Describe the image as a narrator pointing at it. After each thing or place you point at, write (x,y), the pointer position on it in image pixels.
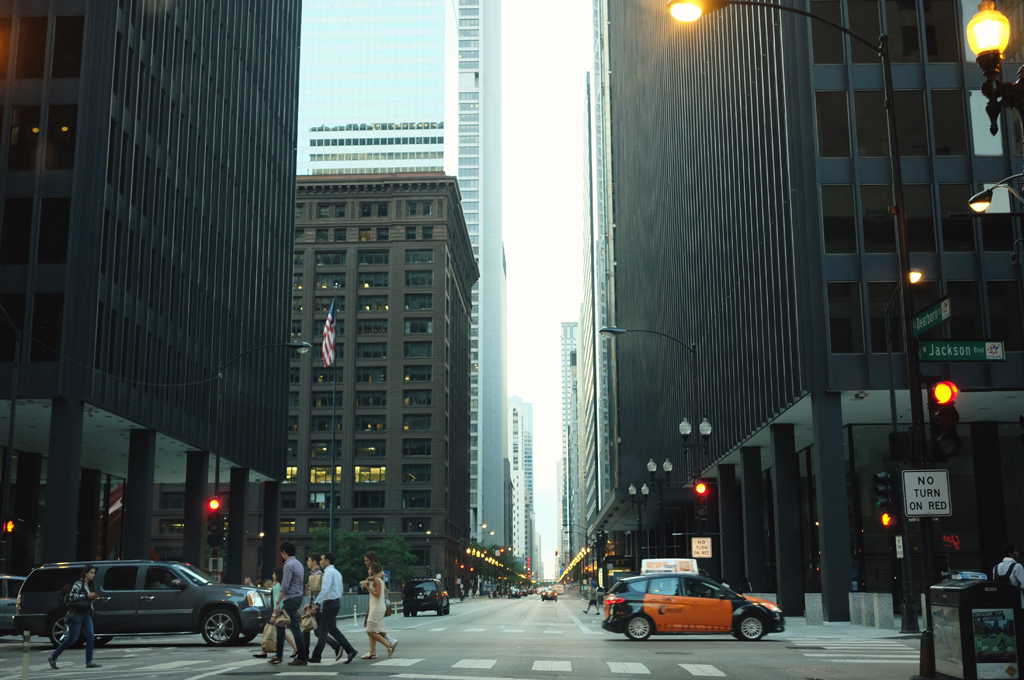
This is a image of the busy street (421,679) where we can see so many people (305,644) crossing road (675,665) on the zebra crossing (675,665), beside that there are cars (122,594) and also there are buildings (211,271) on the either side of road (551,603), also there are some street light poles (916,364) and traffic lights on road (902,642).
